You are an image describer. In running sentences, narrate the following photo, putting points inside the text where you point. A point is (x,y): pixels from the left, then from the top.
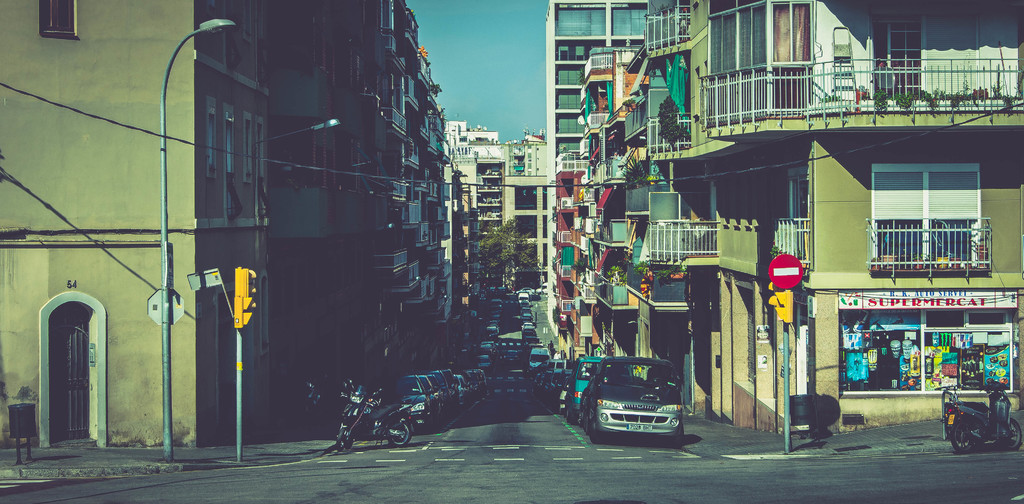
In the image we can see there are many buildings (804,208) and light poles (165,208). We can even see there are many vehicles (449,385) and two wheelers (967,415). Here we can see fence (930,250), poster (924,305) and windows (761,34). We can even see electrical wires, tree (486,247), road (465,477) and the sky (435,68).
